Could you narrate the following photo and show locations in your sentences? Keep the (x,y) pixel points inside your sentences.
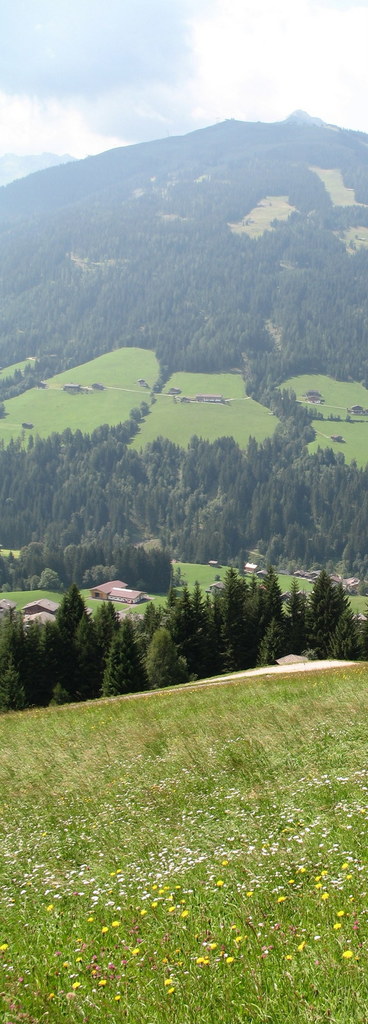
In the picture we can see a grass surface (131,976) on it, we can see some grass plants (166,782) with flowers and behind it, we can see trees (119,631), and houses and in the background (91,112) we can see many trees (285,521), hills (174,419) and sky (115,98).
